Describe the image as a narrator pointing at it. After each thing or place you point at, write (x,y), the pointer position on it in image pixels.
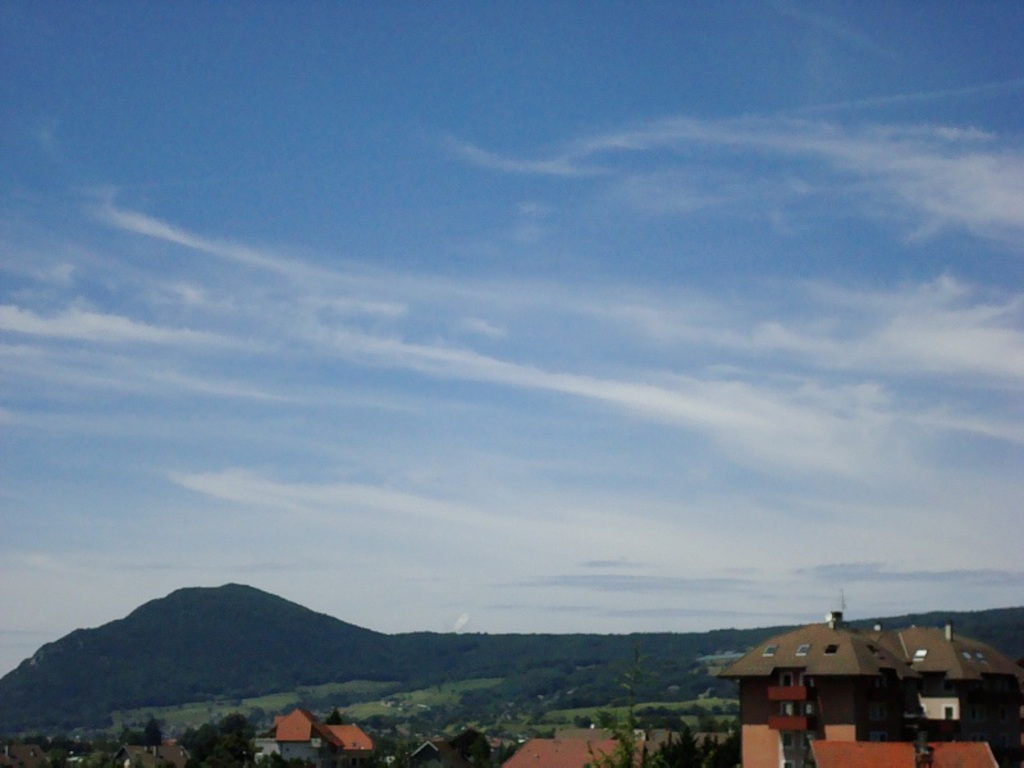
In this image, I can see buildings (344,732), trees (688,726) and a hill (272,615). In the background (491,523) there is the sky (197,265).
